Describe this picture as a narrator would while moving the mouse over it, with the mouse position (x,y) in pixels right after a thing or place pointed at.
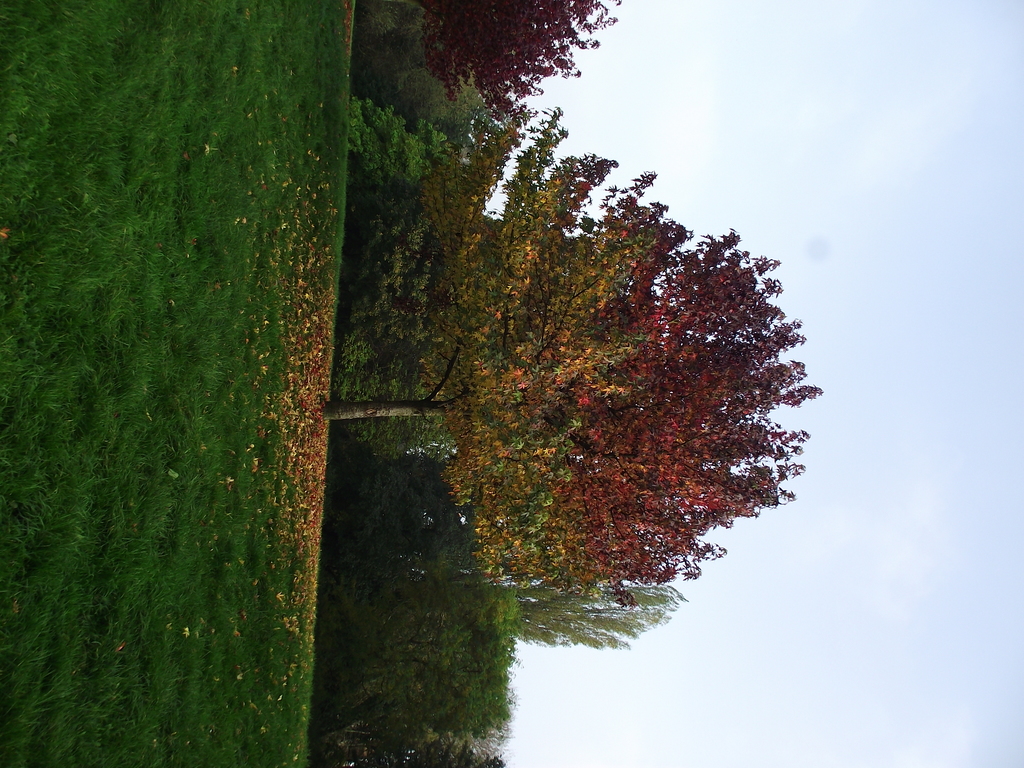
In this image we can see some trees (461,516). Image also consists of grass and some dried leaves (296,389). Sky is also visible.
